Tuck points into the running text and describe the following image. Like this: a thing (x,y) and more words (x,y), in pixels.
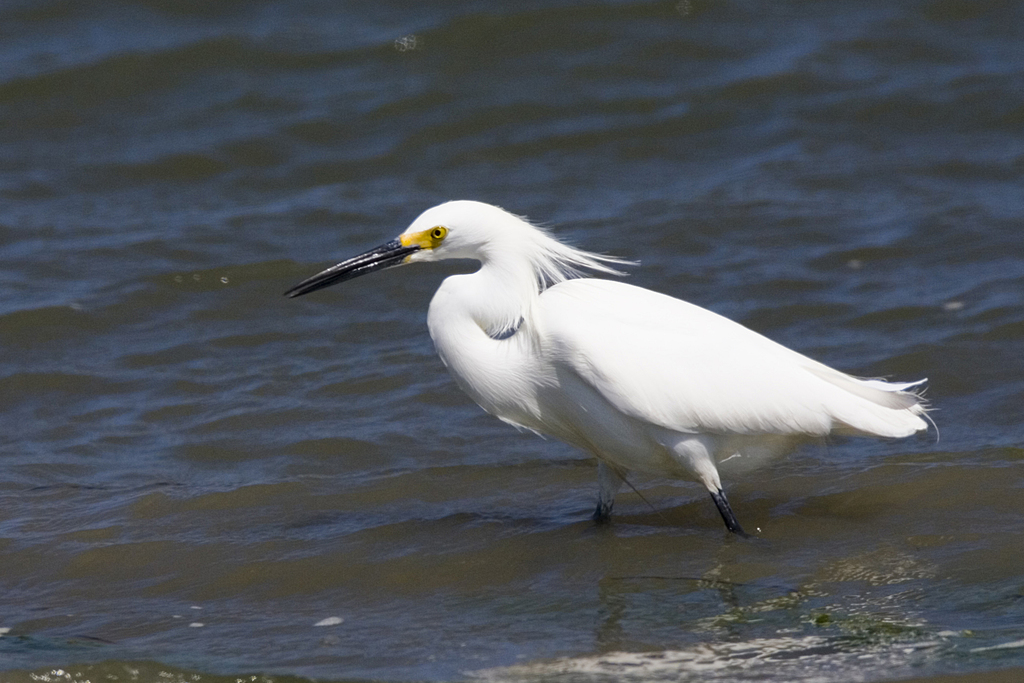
In this image we can see a bird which is in white color in the water (333,308).
